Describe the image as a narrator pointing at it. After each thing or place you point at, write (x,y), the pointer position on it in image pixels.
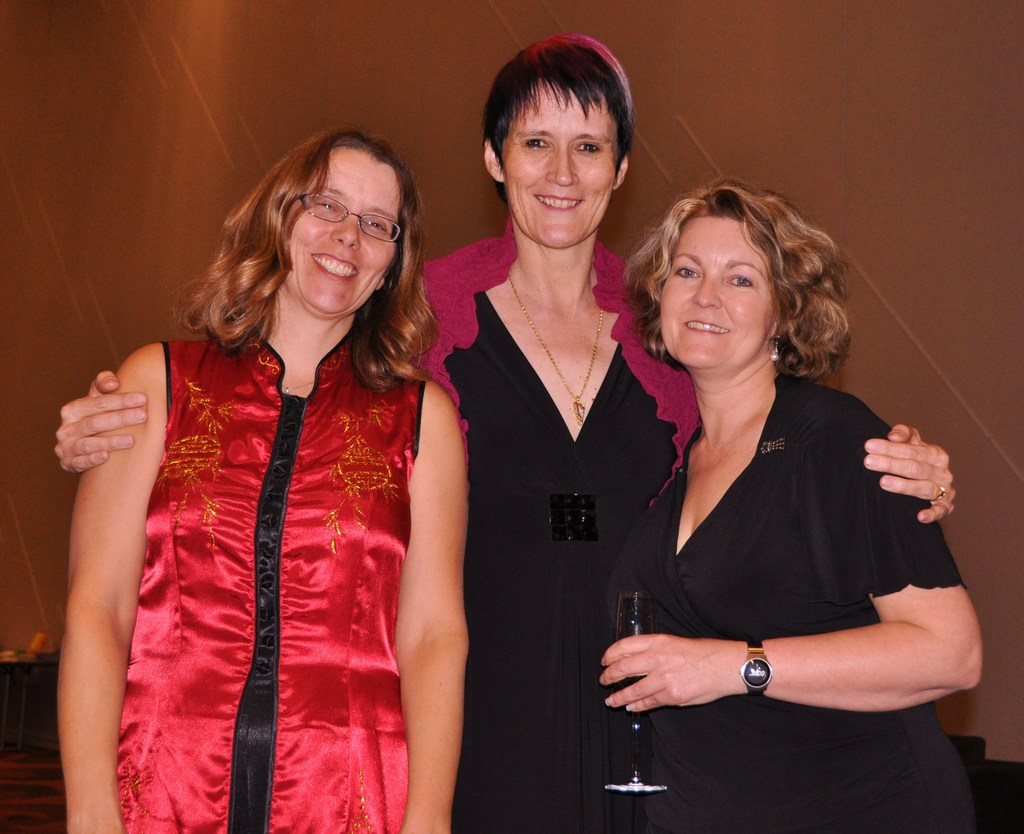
In this picture we can see women (734,300) standing and smiling. On the right side of the picture (707,589) we can see a woman (661,525) is holding a glass (638,628). In the background (116,358) we can see the wall (820,65).
